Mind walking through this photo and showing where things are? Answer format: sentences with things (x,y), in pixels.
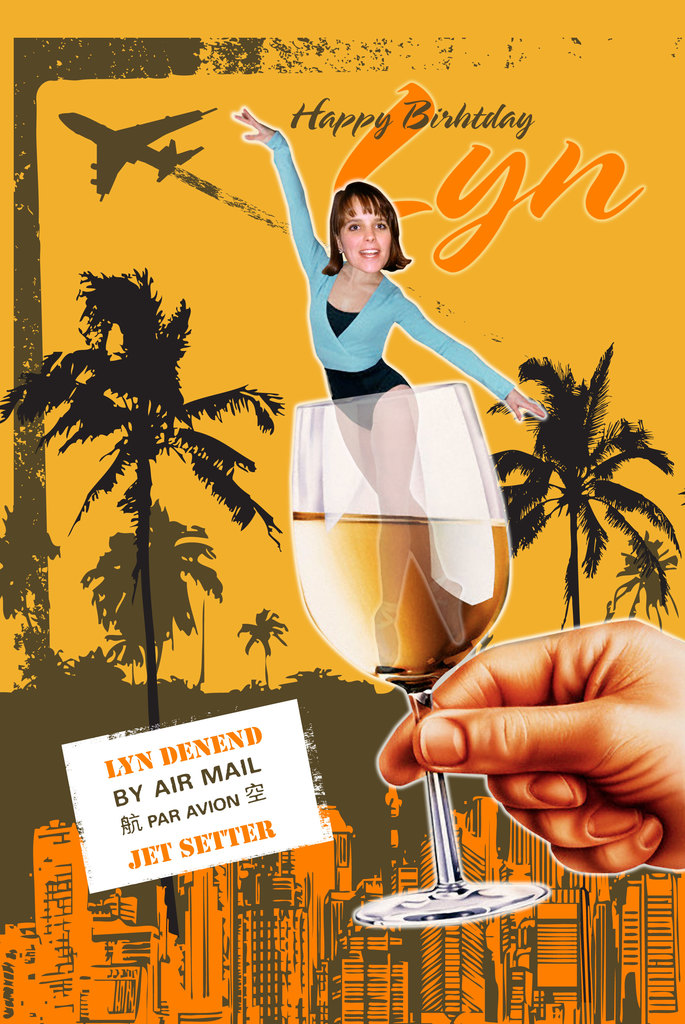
In this image I can see there is a poster (345,638) and there is a person's hand (528,716) holding a glass (399,489) and in that glass (385,475) there is a woman (349,275). And there is some text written on the poster (135,676). And there are buildings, Trees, Airplane (171,149) and a board (257,760) with text (230,841).
